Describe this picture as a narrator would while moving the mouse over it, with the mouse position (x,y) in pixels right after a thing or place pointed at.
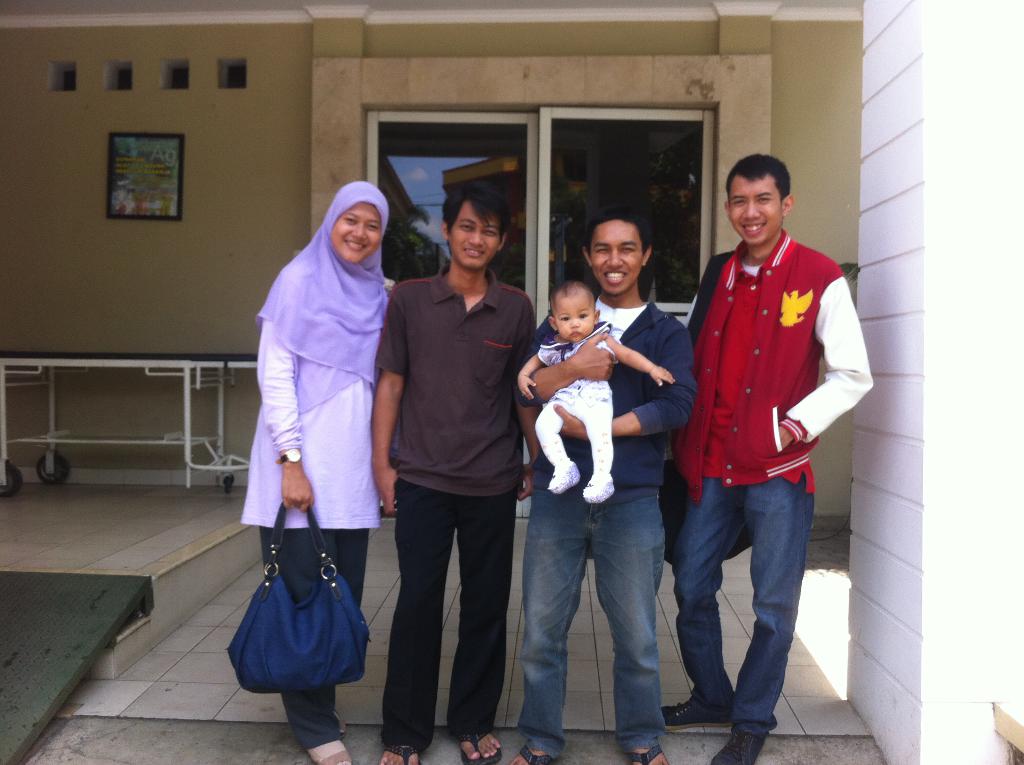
This picture is clicked outside a house (690,169). In the foreground of the picture (824,387) there is a family (305,404) standing. In the picture there are five persons (468,338), there is a woman (342,371) and a kid (570,397) in a picture. In the background (598,149) there is a door (455,141). on the left (108,165) there is a wall (141,335), a bed (53,358) and a frame (118,197). On the right (828,118) there is a wall (893,107).
